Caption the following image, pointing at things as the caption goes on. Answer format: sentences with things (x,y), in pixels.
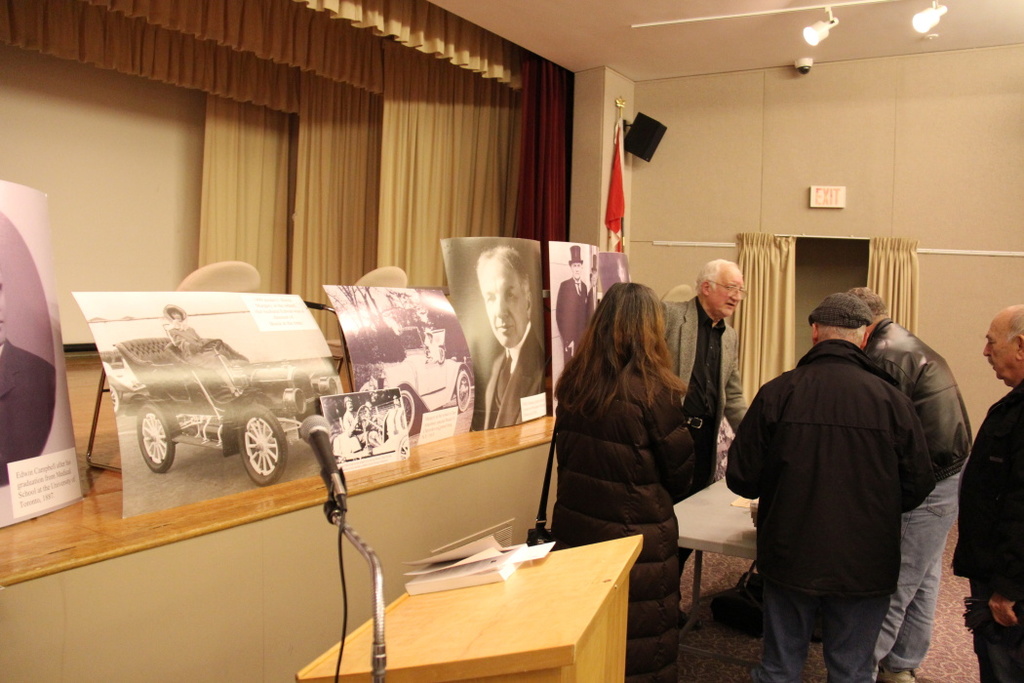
In this image I see few people (646,574) who are standing in front of a table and there is a podium (612,564) over here there is mic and a book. In the background (380,527) I see the photos (4,267), curtains (480,233), lights (929,19) and the wall (957,330).
